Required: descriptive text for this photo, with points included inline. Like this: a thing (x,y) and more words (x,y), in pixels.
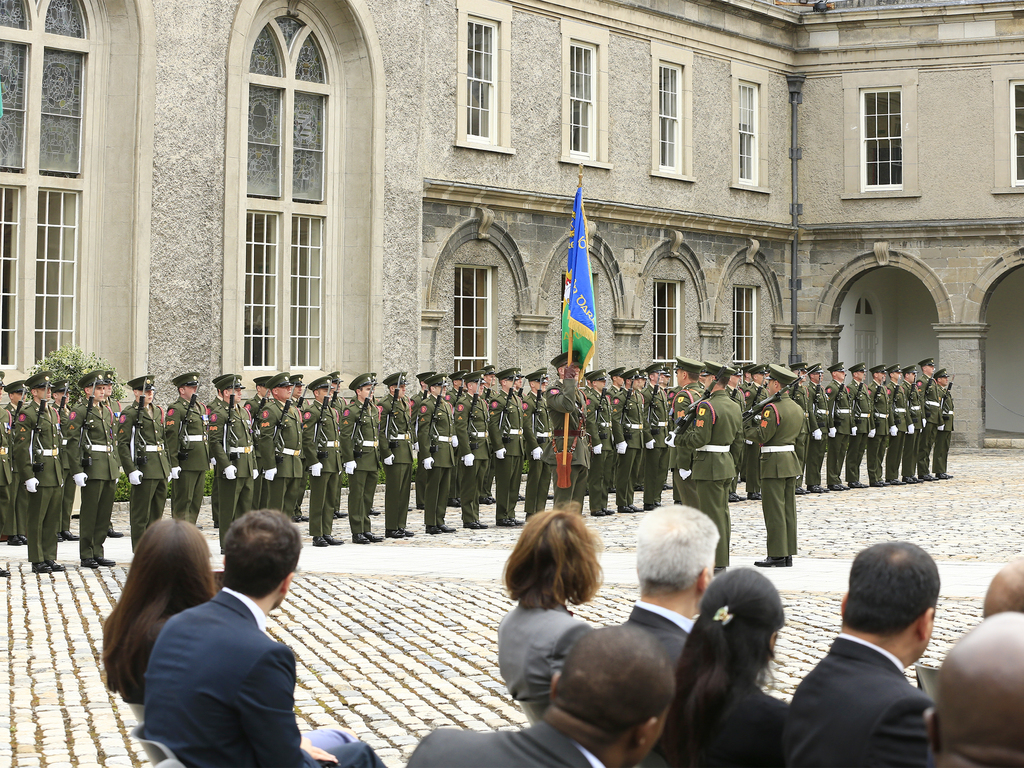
In this image we can see there are a few people (187,475) standing with guns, one of them is holding a flag (571,314), in front of them there three persons (709,442) standing. In the foreground (189,701) there are few people (617,645) sat on their chairs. In the background (457,157) there is a wall (801,170).
